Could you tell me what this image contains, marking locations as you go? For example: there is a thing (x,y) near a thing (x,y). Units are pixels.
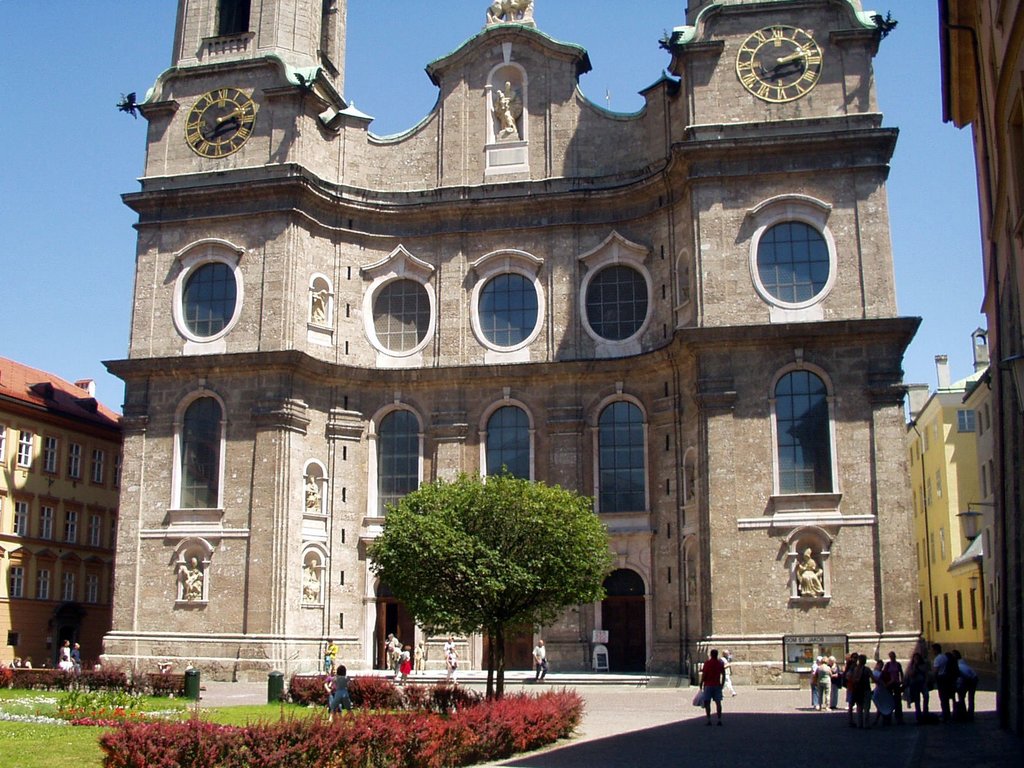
In this image, we can see buildings (738,450), walls (298,622), glass windows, tree (469,512), people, plants (442,692) and grass (251,717). At the bottom of the image (709,759), there is a walkway (634,756). Here we can see stairs (622,676), sculpture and clocks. In the background (32,352), there is the sky (76,352).
